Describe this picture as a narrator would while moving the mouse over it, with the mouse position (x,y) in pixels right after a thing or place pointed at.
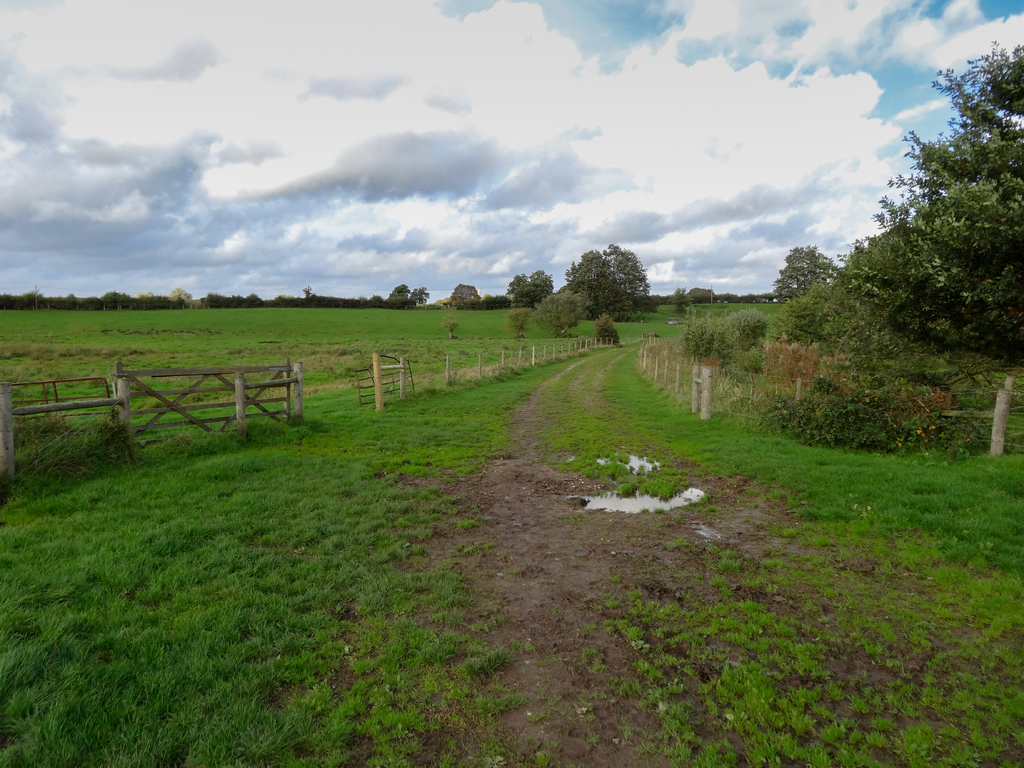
There is a grassy land (458,372) at the bottom of this image (349,674), and there is a fencing (297,380) in the middle of this image (380,369). There are some trees (842,354) in the background (45,290), and there is a cloudy sky (417,208) at the top of this image (362,203).
